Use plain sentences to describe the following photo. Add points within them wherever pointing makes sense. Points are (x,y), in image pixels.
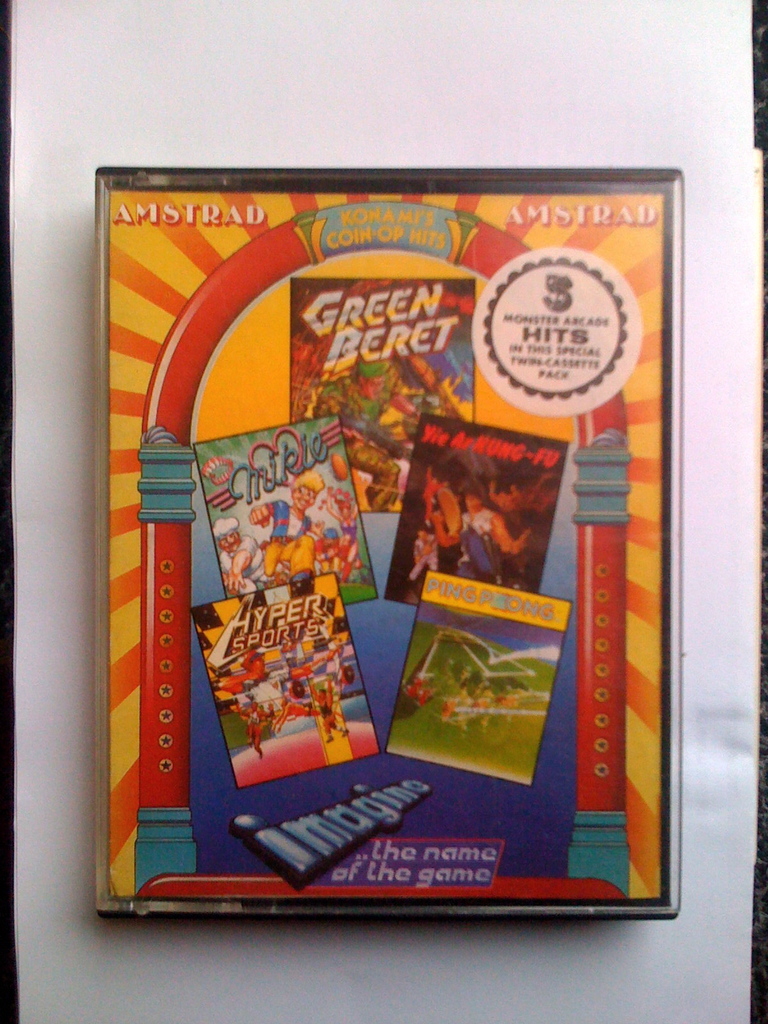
In this image I can see a colourful box (379,916) and on it I can see something is written. I can also see number of cartoon characters (318,700) on it and I can see white colour in the background (183,146).
